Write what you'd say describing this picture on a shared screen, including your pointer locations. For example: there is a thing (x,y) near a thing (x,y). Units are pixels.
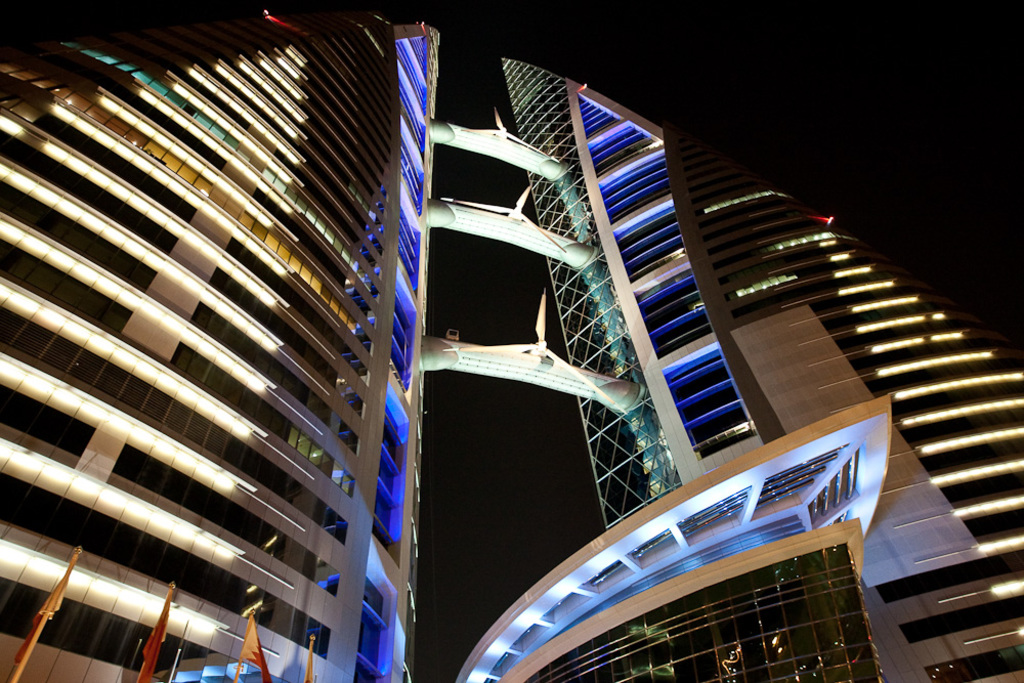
In this picture we can see buildings (120,494) with windows (272,317), flags (19,651) and in the background (893,219) it is dark.
